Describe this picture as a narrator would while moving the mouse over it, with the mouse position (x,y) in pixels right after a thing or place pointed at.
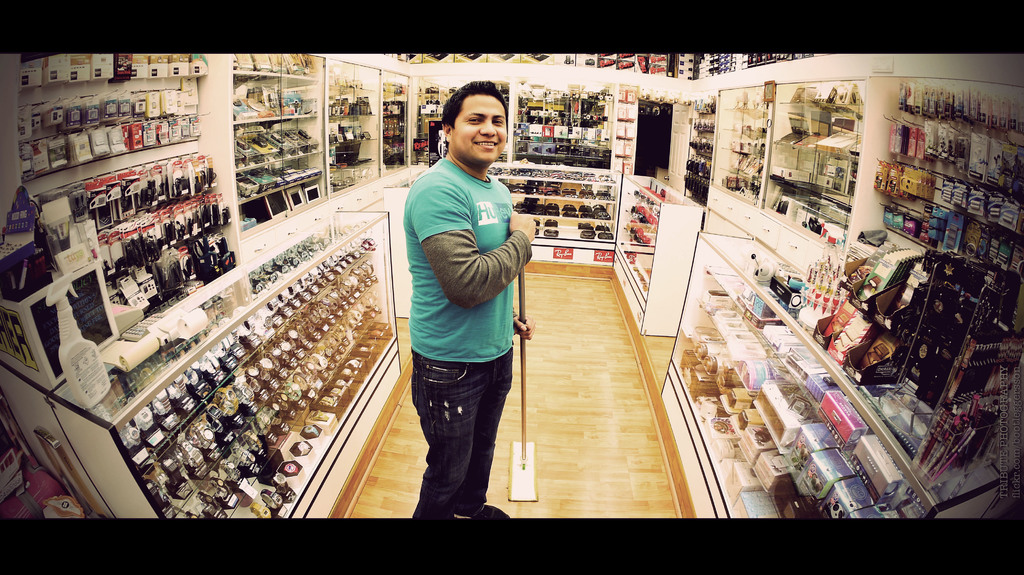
In this picture there is a man (486,97) in the center of the image (457,212), by holding a mop (521,343) in his hands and there are racks (230,215) on the right (750,297) and left side of the image (225,383), which contains electronics (340,107) and other items (355,107).
